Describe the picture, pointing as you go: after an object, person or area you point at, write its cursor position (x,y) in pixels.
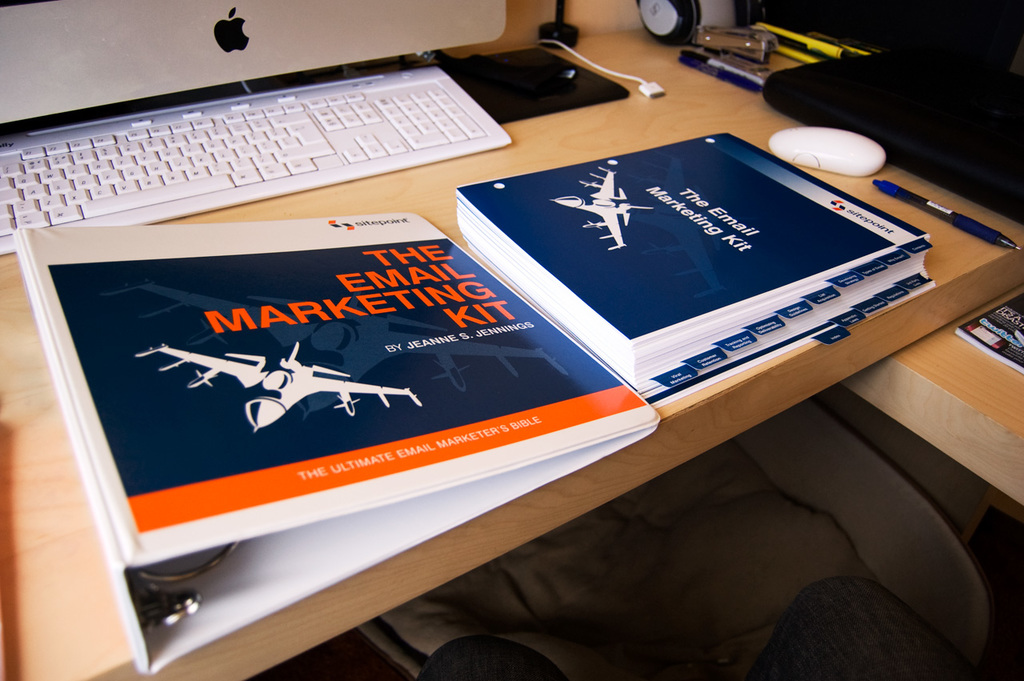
In a picture there is a table (767,366) on which there are books (602,289), mouse (836,151), pen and keyboard (289,155), monitor (246,67) are present and there is a chair (780,601) under the bench (608,485).
